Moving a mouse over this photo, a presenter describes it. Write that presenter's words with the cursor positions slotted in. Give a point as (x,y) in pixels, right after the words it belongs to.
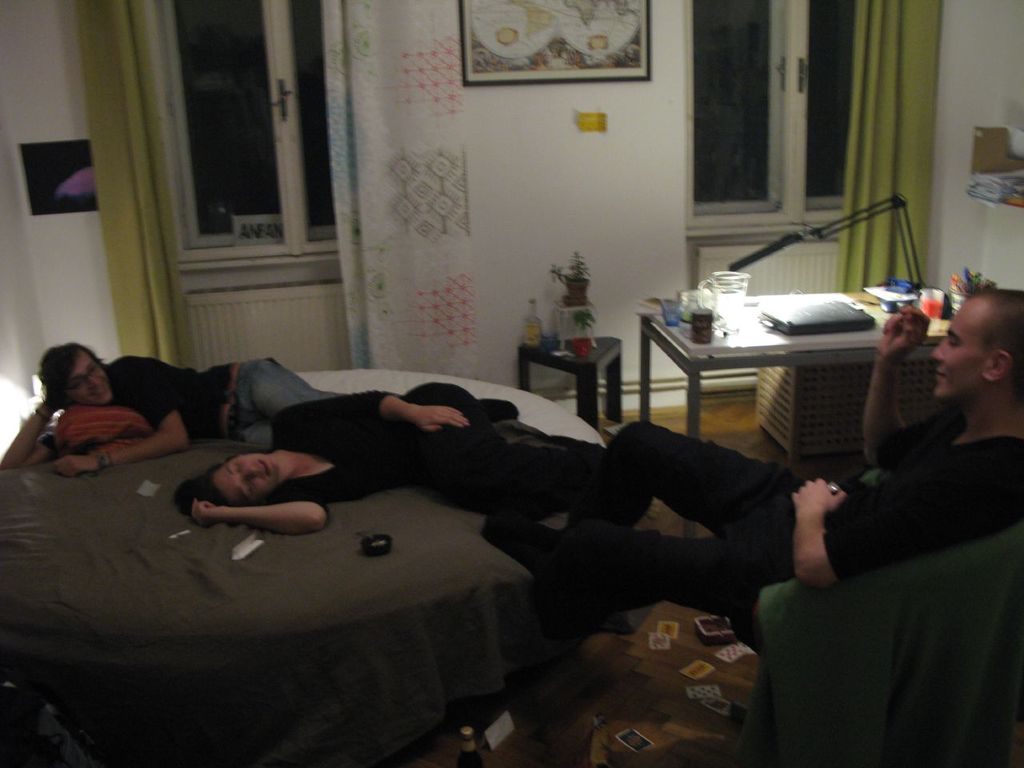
In the picture we can find three persons (562,461), two persons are sleeping on the bed (71,551) and one is sitting on a chair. In the background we can find a windows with curtains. The curtains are green in colour and the wall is white in colour with a photo frame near to it there is a table (676,335) and we can find some things (662,306) on it.
